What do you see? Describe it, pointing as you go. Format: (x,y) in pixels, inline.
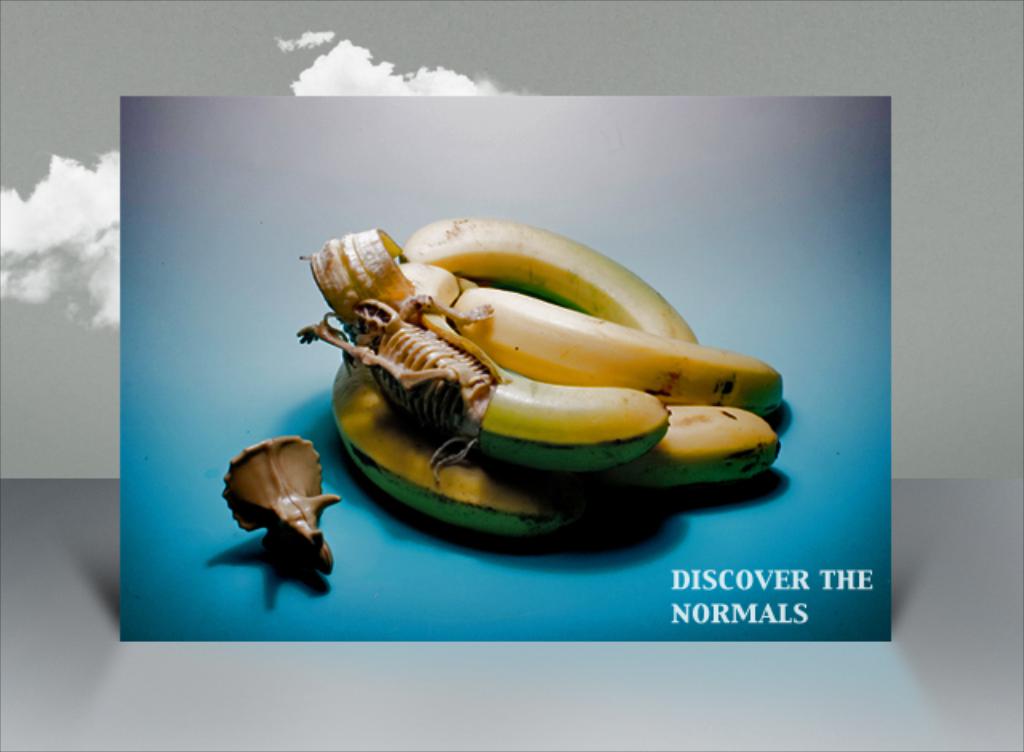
In the foreground of this poster, there are bananas (624,439) and it seems like there is a toy skeleton (454,371) on the open banana (486,407) and there is a skull toy (292,525) on the blue surface (305,601).
